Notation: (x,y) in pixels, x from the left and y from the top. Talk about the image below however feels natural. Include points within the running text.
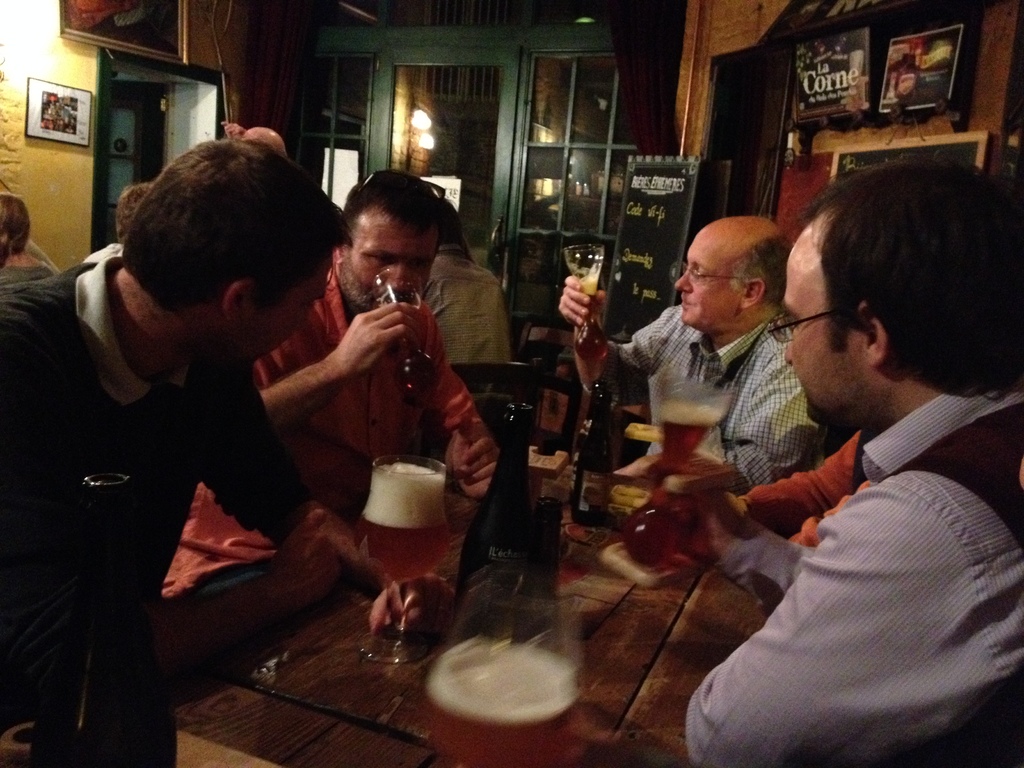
This image is taken inside a room (111,149). There are few persons (383,204) in this room (305,570). In the left side of the image (304,250) a person (163,483) is sitting on a chair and holding a glass (399,554) with beer (394,536) on the table (310,693). In the right side of the image (882,162) a man (927,712) is holding a glass (663,394) with beer (689,437) in it. In the middle of the image (590,425) there is a table (604,718) on which there is a bottle of beer (522,555) on it. At the background (434,26) there is a wooden wall (689,114) and lights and a photo frames (52,124) to the wall (41,140). At the background (638,269) there is a board (638,211) with text (658,213) on it.
